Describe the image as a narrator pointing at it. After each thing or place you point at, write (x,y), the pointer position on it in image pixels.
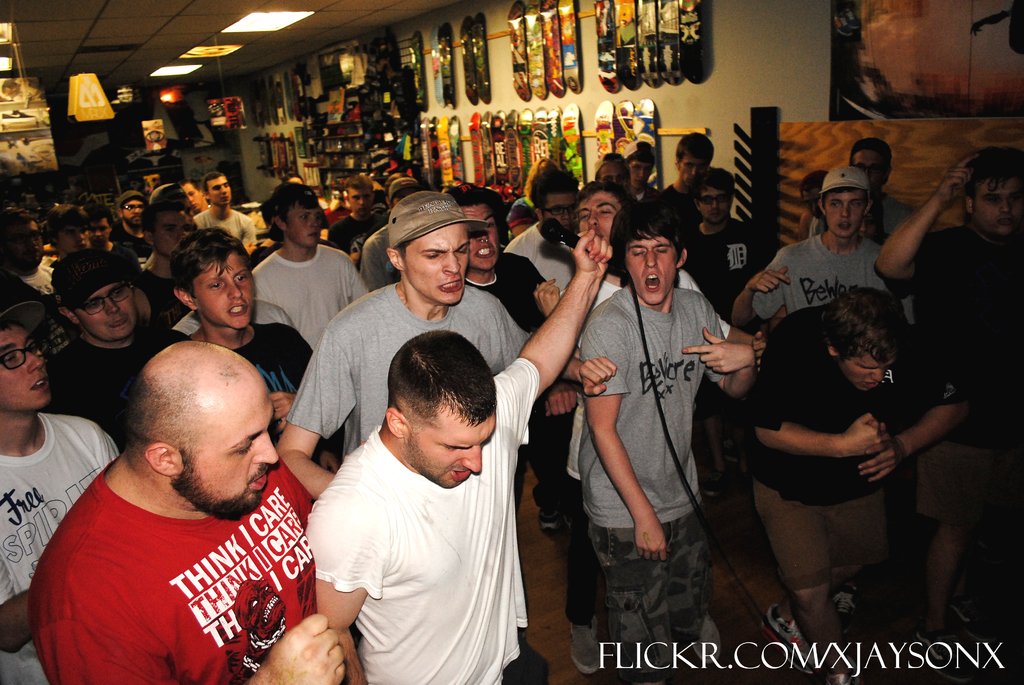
In this image there are people (632,339), boards (643,116), wall (786,83), lights (267,21) and objects (157,152). Boards (633,58) are on the wall (747,53). At the bottom of the image (1003,657) there is a watermark (957,644). Among them one person (504,547) is holding a mic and few people (439,207) wore caps (152,204).
